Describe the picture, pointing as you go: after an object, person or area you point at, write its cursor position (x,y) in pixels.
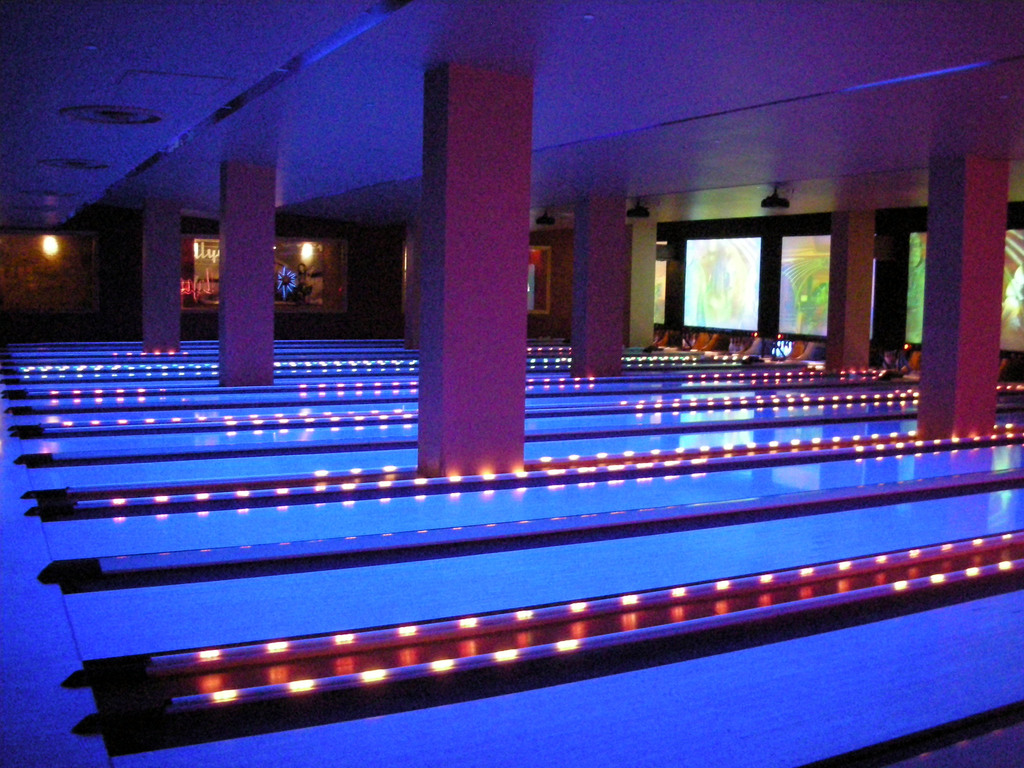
This image consists of bowling lanes (575,595). In the middle (424,406), there are pillars (421,390). At the top (151,108), there is a roof (238,148). To the right (798,316), there are screens (720,301).
